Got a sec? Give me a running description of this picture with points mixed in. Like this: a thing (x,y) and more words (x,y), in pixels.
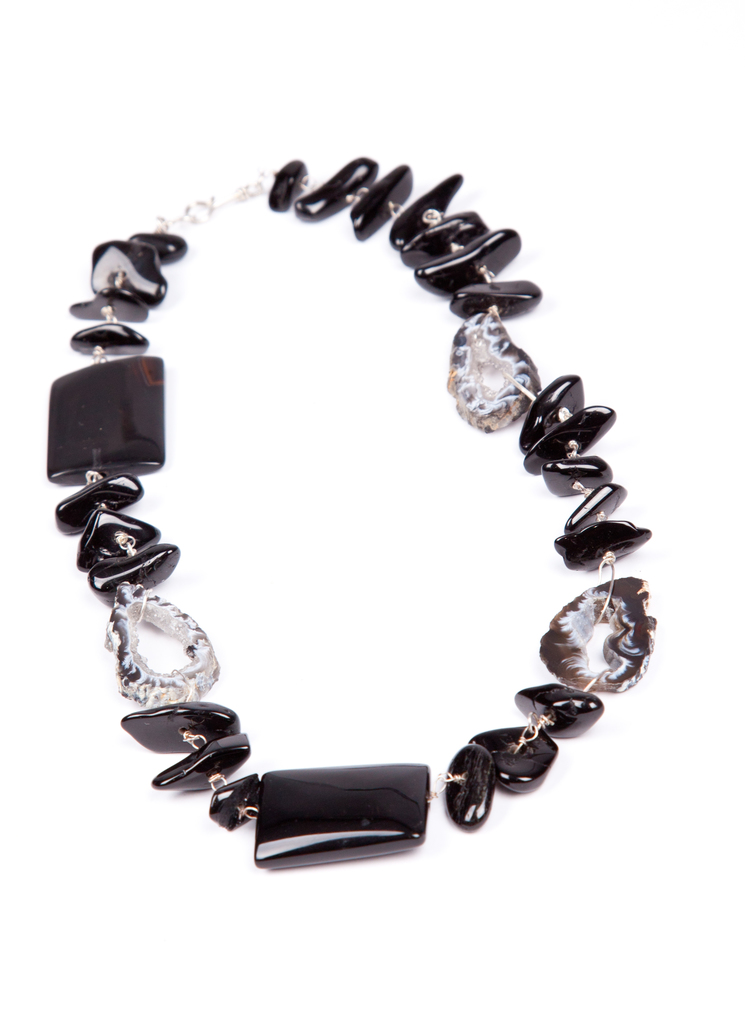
In this image there is a necklace (568,412) with many black stones (122,382) and a chain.
